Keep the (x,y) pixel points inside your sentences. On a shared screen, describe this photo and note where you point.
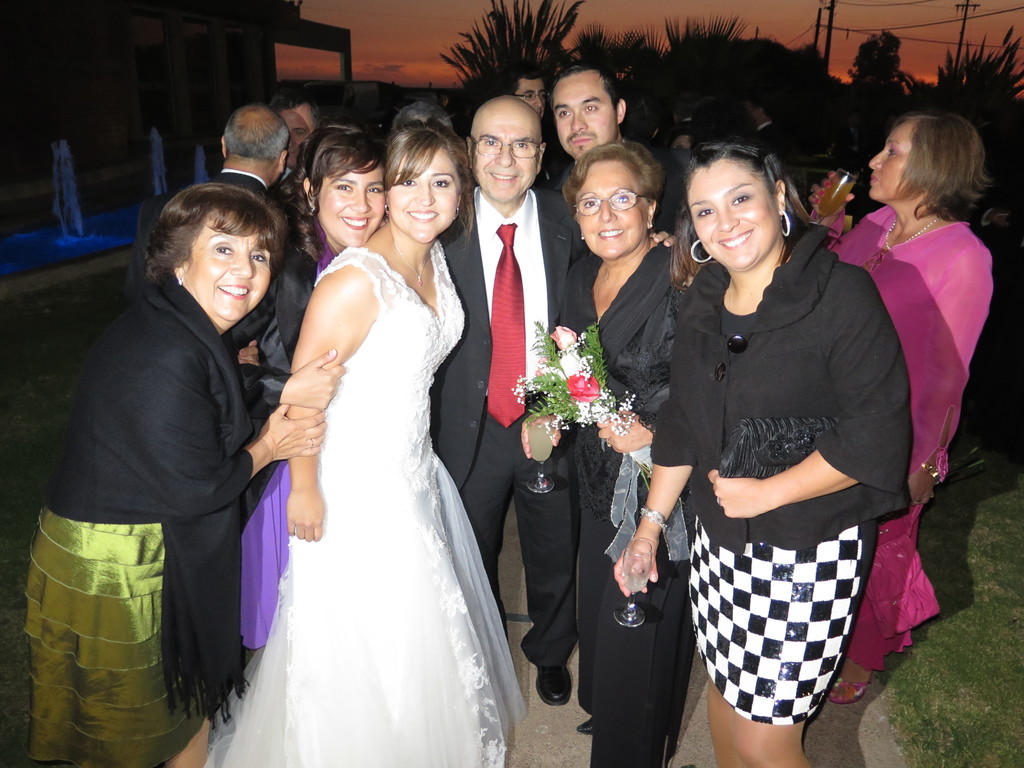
This image is taken outdoors. At the top of the image (389,35) there is a sky (420,29) with clouds (501,8). In the background (569,28) there are a few trees (778,78) and plants (525,59). On the left side of the image (48,242) there is a fountain (58,195) with water (74,182) and a woman (174,413) is standing on the ground (928,685). She is with a smiling face (238,251). On the right side of the image (965,665) there is a ground (930,703) with grass (945,697) on it. In the middle of the image (537,321) a few people (544,304) are standing on the ground (572,744) and they are with smiling faces (604,226). A woman (579,321) is holding a bouquet (555,401) and a glass (538,431) in her hands (602,428). Two women (678,422) are holding glasses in their hands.
